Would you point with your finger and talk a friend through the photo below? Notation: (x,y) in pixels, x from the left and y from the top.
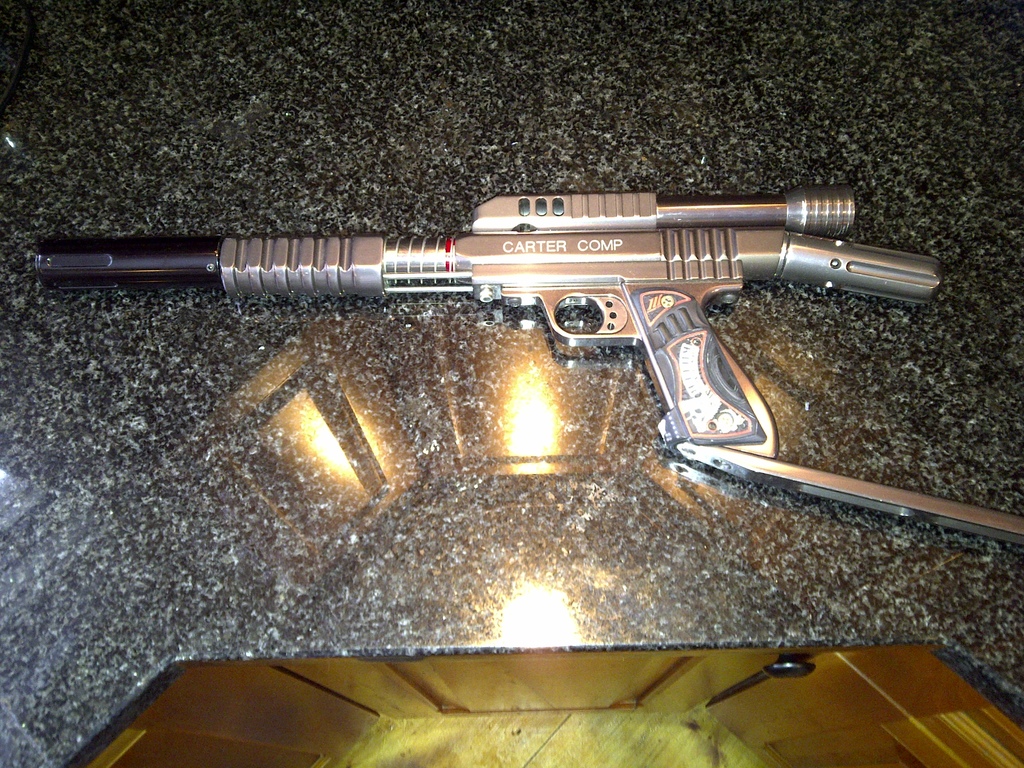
In this image on the countertop (538,346) there is a gun (526,229).
